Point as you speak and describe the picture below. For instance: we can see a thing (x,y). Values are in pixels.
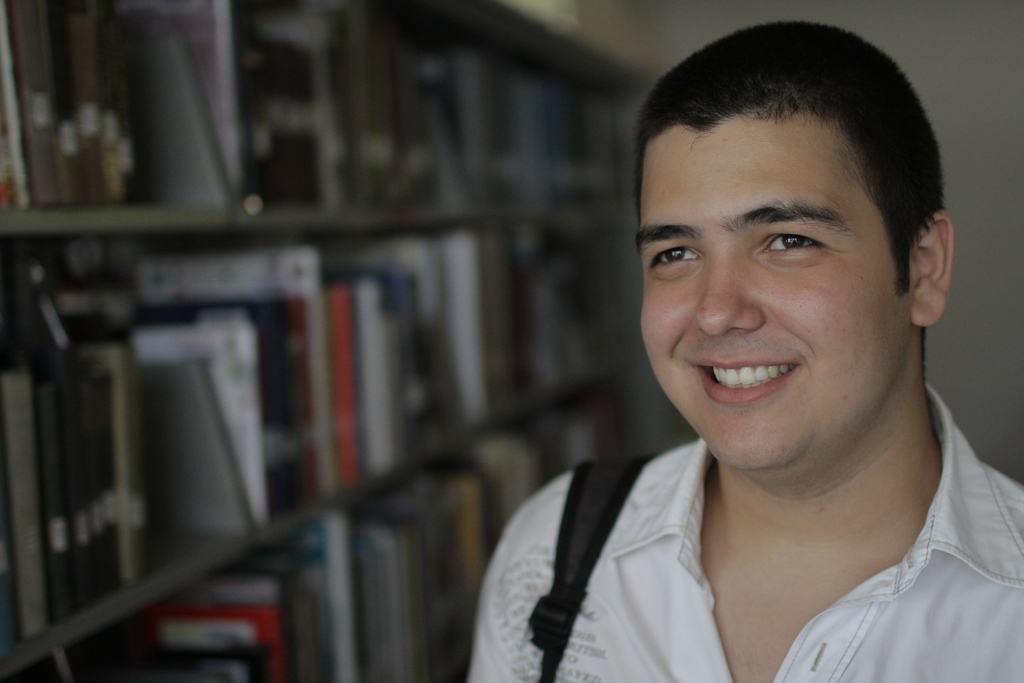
In this picture I can see few books (356,188) in the racks (457,0) and I can see a man (859,527) standing with a smile (728,382) on his face (747,384) and looks like he wore a bag (584,483).
